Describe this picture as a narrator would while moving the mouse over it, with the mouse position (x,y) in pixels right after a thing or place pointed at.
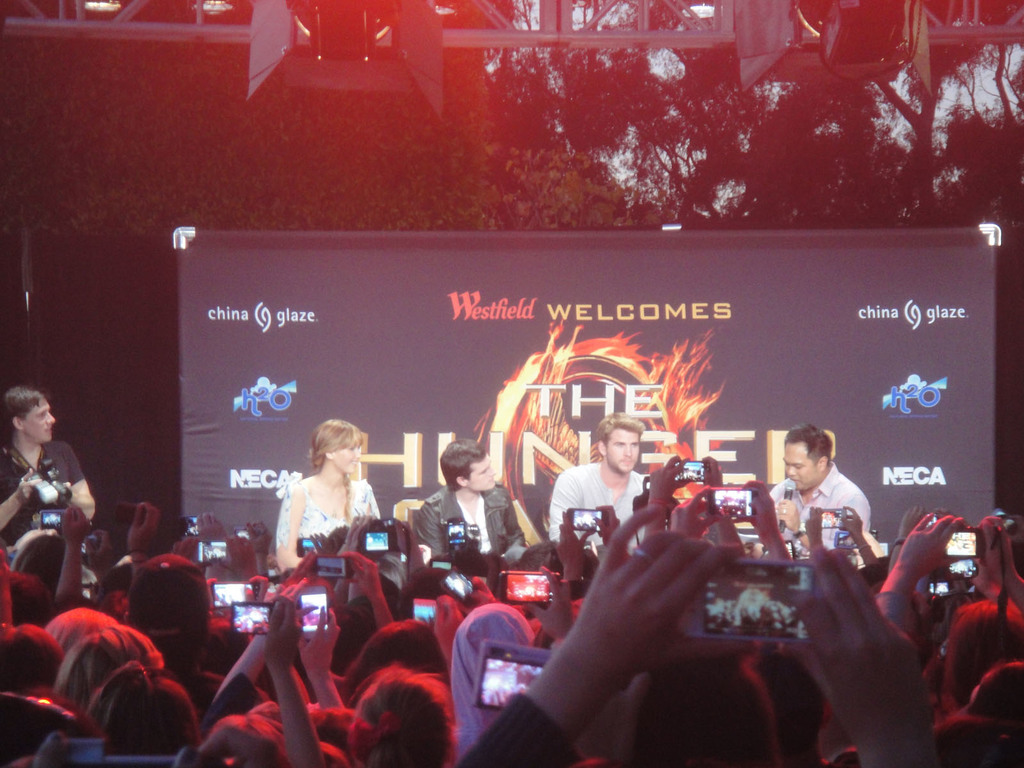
At the bottom of the image (87,681) there are many people (662,588) holding the cameras (245,593) in their hands (990,516). In front of them there are few people (334,507) sitting. And behind them there is a banner (553,378). In the background (42,48) there are trees (41,66). At the top of the image (246,36) there rods (946,28) with lights (924,21).
